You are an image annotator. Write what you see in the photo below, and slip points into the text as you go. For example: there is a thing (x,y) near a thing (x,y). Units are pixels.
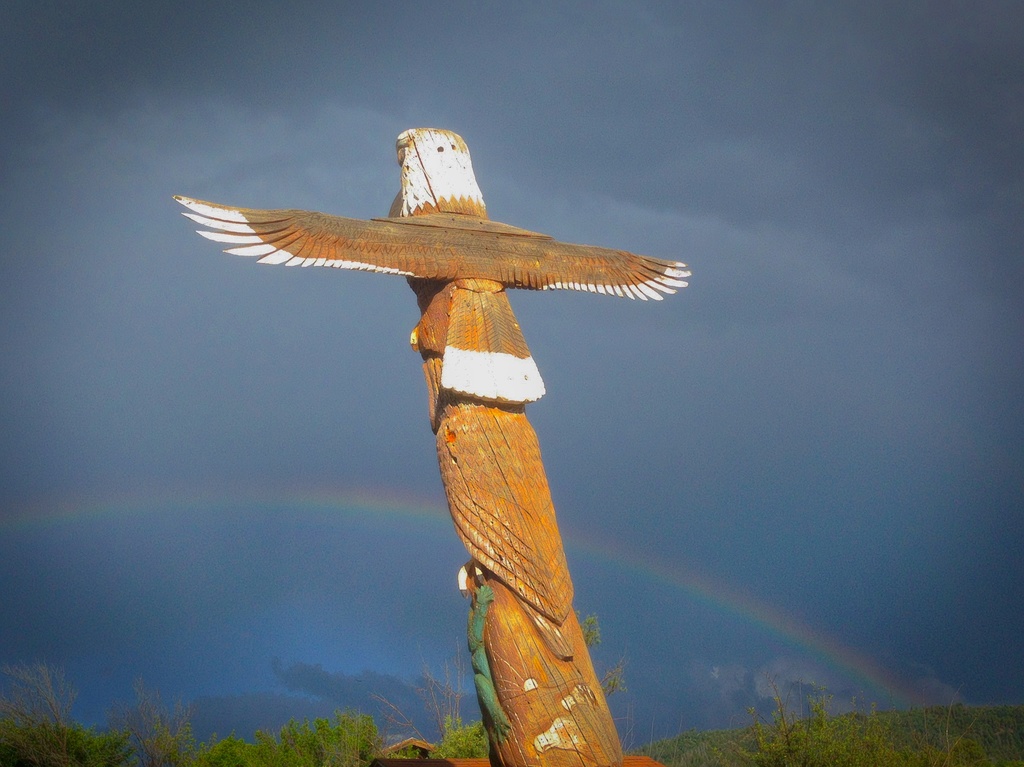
In this image in the center (476,360) there is a wooden bird (435,294), and at the bottom (820,752) there are some plants (885,712). And in the background (779,638) there is rainbow (86,504), at the top (518,118) there is sky (418,112).
